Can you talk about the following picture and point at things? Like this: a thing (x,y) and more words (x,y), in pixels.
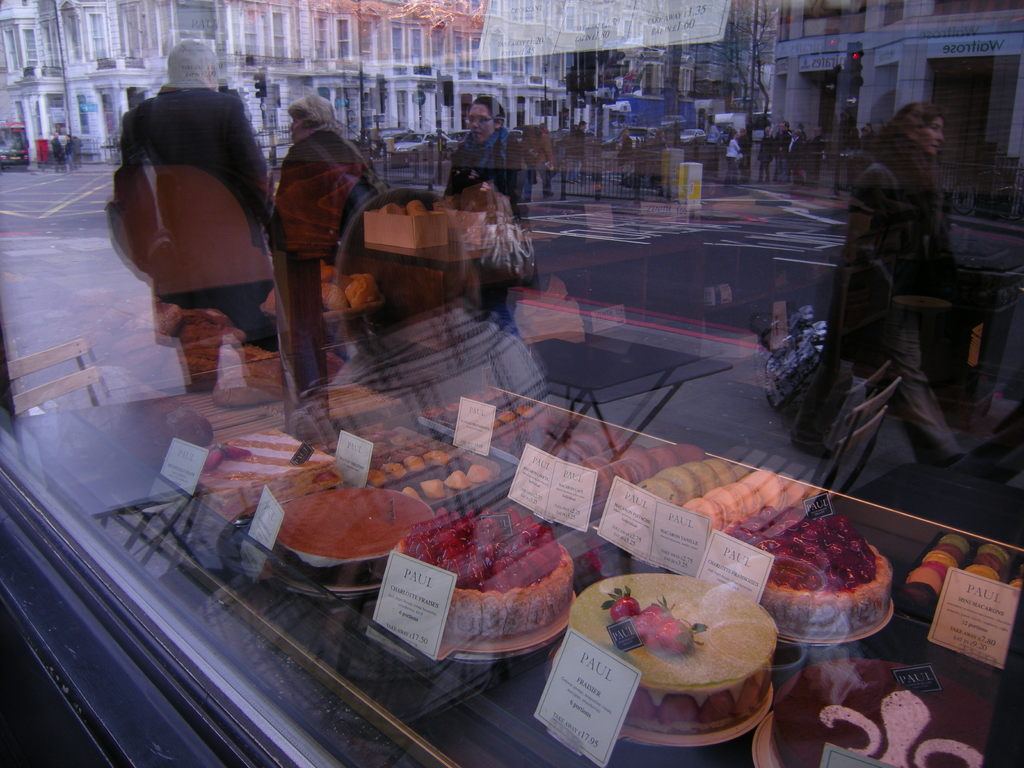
In this image we can see the glass windows (516,208) on which we can see the reflection (229,237) of the people (498,239) walking on the road (656,288), we can see the fence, traffic signal poles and buildings (723,96). Here we can see the cakes (821,547) kept on the table (262,413) and we can see the price tags (760,572).
